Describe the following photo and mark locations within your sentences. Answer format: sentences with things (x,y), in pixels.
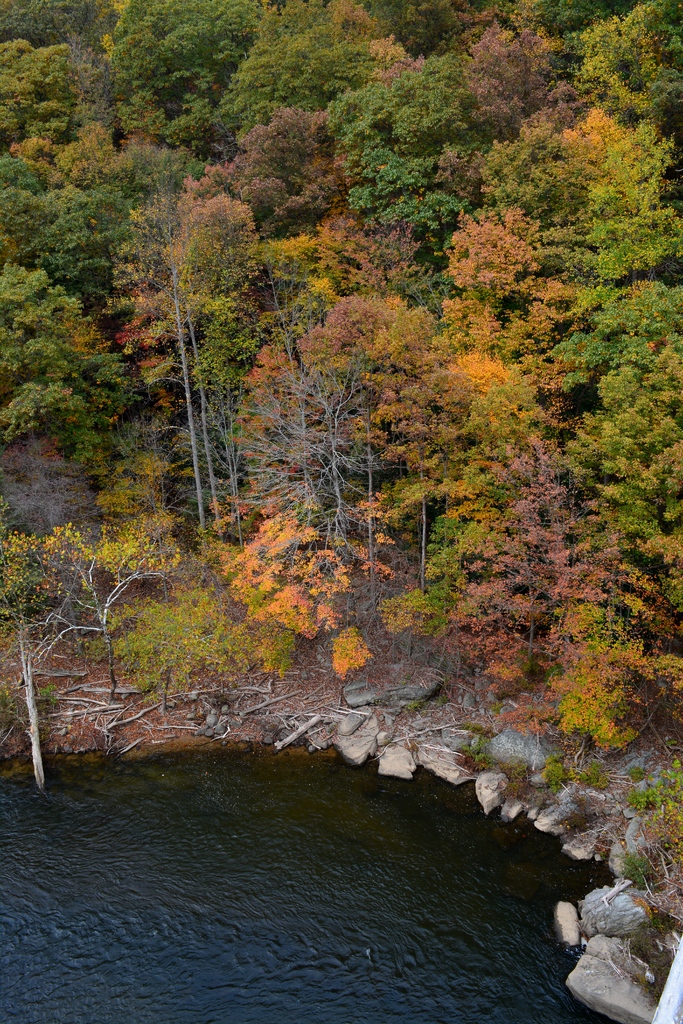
In this image there is water (332,864). Beside there are few rocks (364,750) and wooden trunks (100,702) on the land (202,699). Background (69,272) there are few trees (382,409).
